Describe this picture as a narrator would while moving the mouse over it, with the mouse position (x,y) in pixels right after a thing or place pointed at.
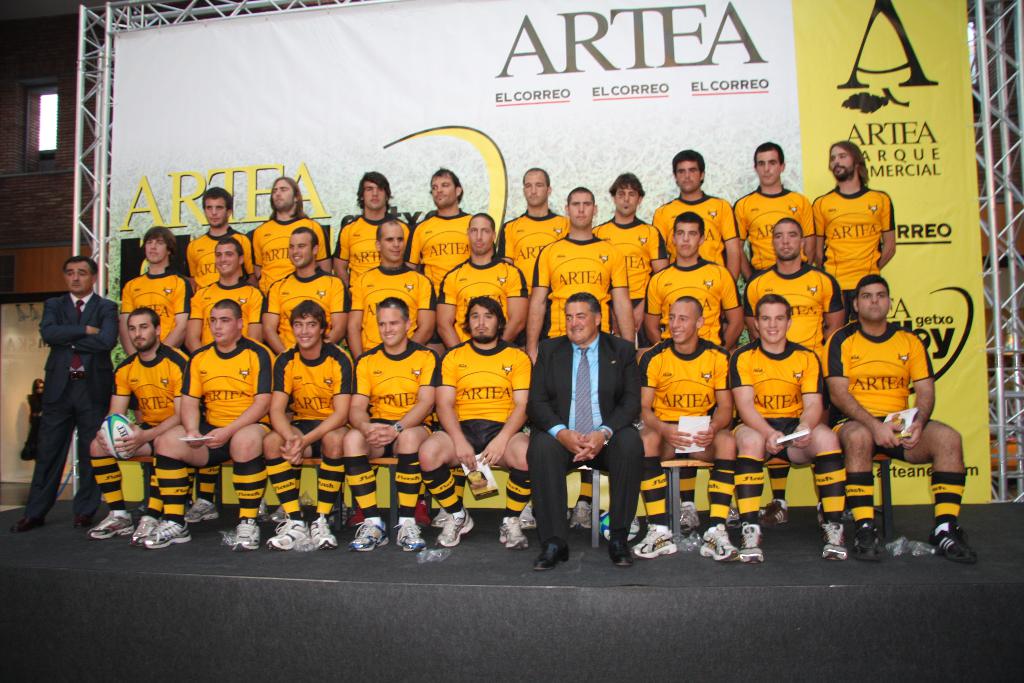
In this image there are few people (870,475) sitting on a bench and few (623,284) are standing, in the background (477,70) there is a banner (920,111) and there is some text (926,82) and there is a metal frame (1013,249).
